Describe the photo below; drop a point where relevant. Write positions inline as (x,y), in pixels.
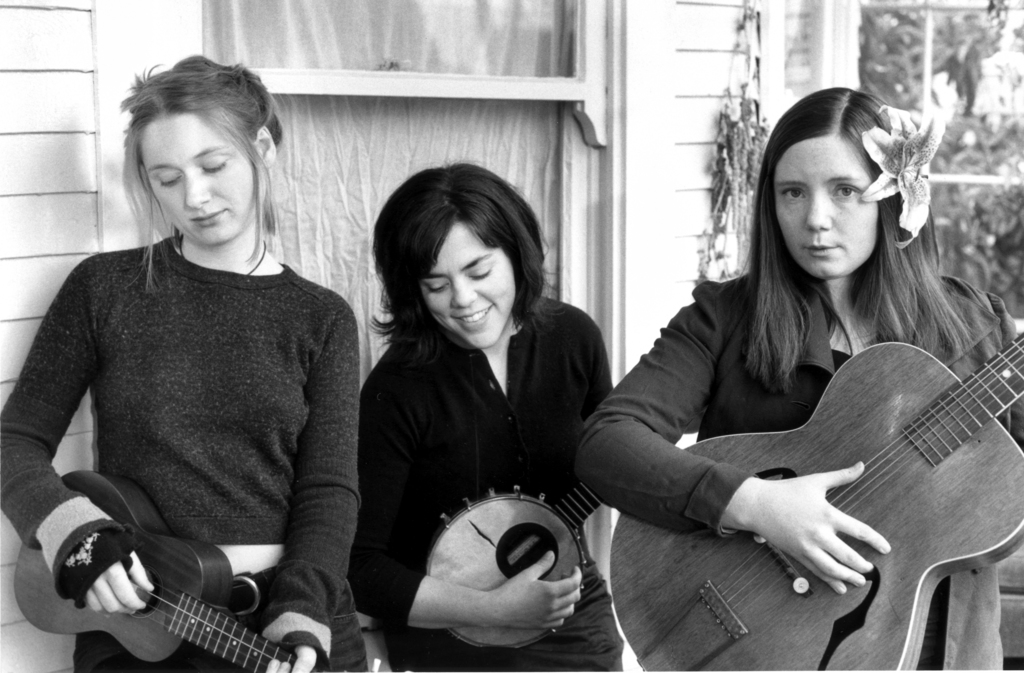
The image is clicked outside the house (91,399). In this image there are three women (131,192). All are playing musical instruments (124,503). To the right (693,461), the woman (781,525) is wearing black jacket (804,345) and holding guitar (835,594). In the middle (481,433), the woman (459,459) is wearing black shirt (504,461). To the left (118,288), the woman (109,317) is wearing black shirt (170,427). In the background (648,79), there is a wall (648,90), window (888,86) and trees (971,49).
